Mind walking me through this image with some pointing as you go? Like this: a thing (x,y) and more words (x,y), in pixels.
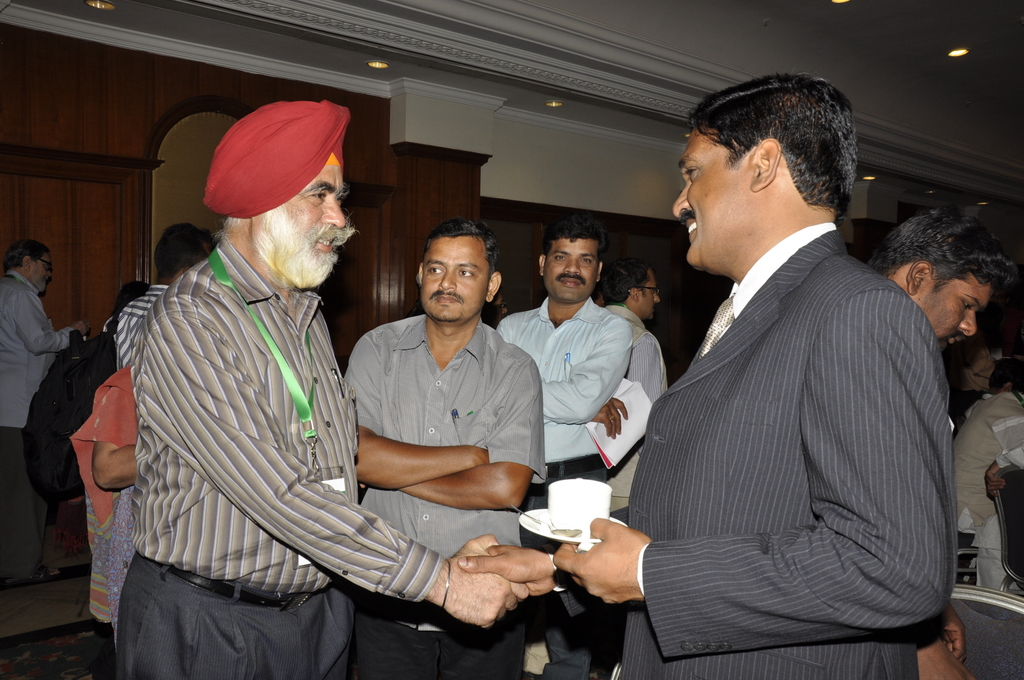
This is a picture taken in a building (668,268). In the foreground of the picture (556,529) there are many people (172,502) standing. On the left (46,320) there is a person (9,306) standing. On the right (1005,501) there are chairs (1005,501) and table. At the top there are lights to the ceiling (908,50).
